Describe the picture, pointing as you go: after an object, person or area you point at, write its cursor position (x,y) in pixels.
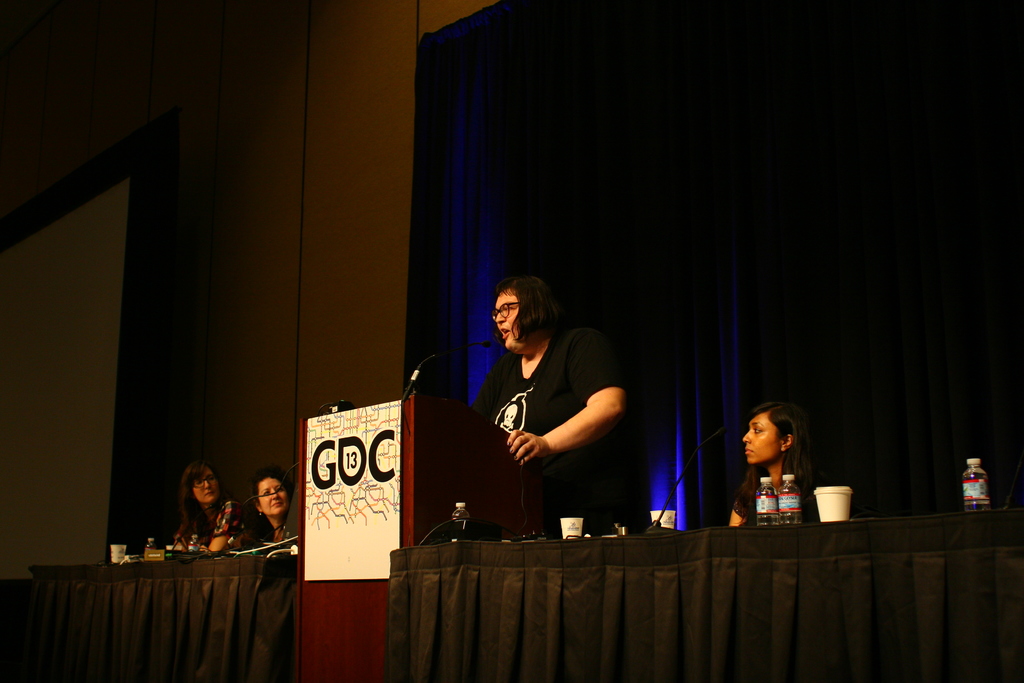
This is an image clicked in the dark. Here I can see few people (207,514) are sitting in front of the table (142,636) which is covered with a cloth (525,604). One person (543,445) is standing in front of the podium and speaking on the microphone (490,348). On the table (488,586) I can see few bottles (760,514), glasses (112,550) and other objects (220,555). On the right side (754,127) there is a blue color curtain (484,179) to the wall (271,256).
